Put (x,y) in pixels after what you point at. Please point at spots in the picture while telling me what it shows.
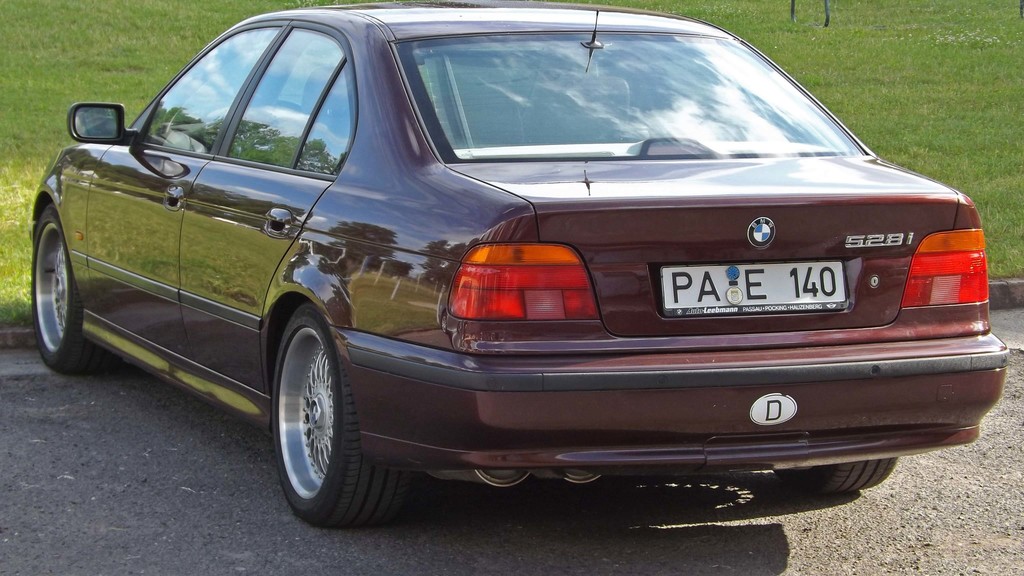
In this image we can see a car (350,240). In the background (57,63) there is a grass (813,59).
